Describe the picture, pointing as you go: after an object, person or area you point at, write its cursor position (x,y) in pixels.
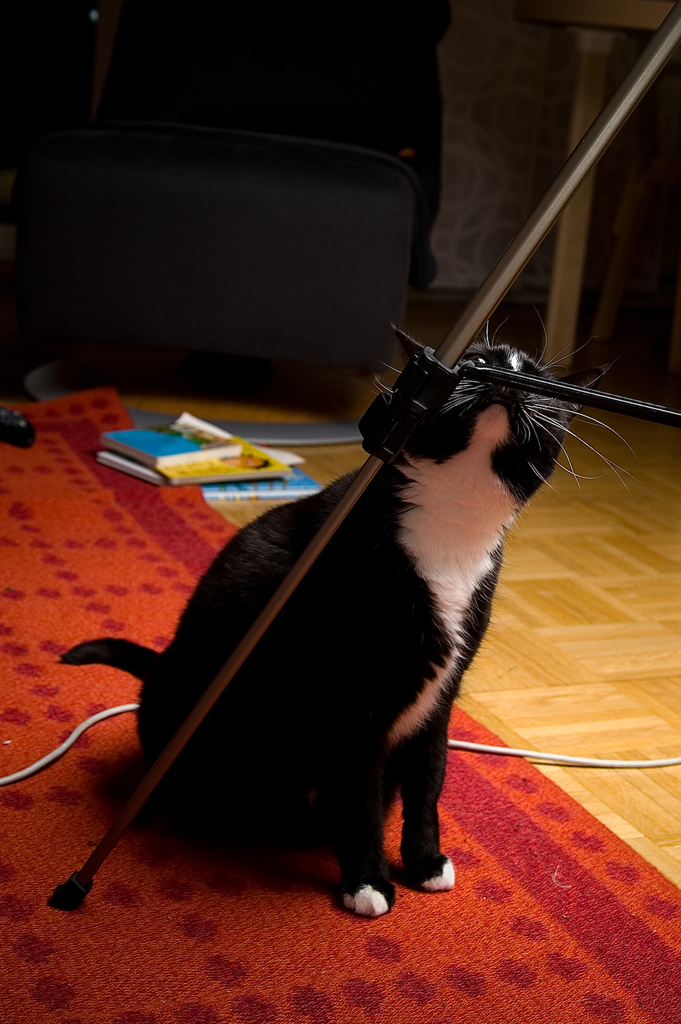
In the image we can see a cat (329,601) black and white in color. This is a stick (564,192), carpet (540,926), cable wire (613,761), floor (587,619) and some books (183,459), this is an object (227,133).
